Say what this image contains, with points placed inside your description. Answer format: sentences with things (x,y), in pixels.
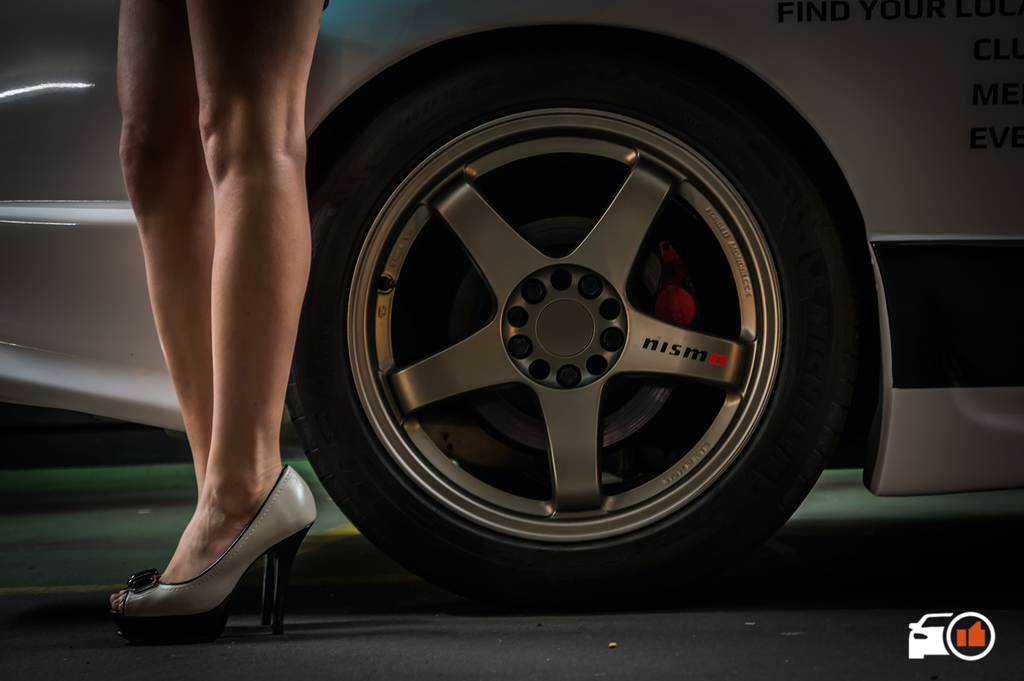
We can see person legs (188,317) with footwear (240,547) and we can see vehicle (680,119) on the surface (683,644). In the bottom right side of the image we can see logo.
